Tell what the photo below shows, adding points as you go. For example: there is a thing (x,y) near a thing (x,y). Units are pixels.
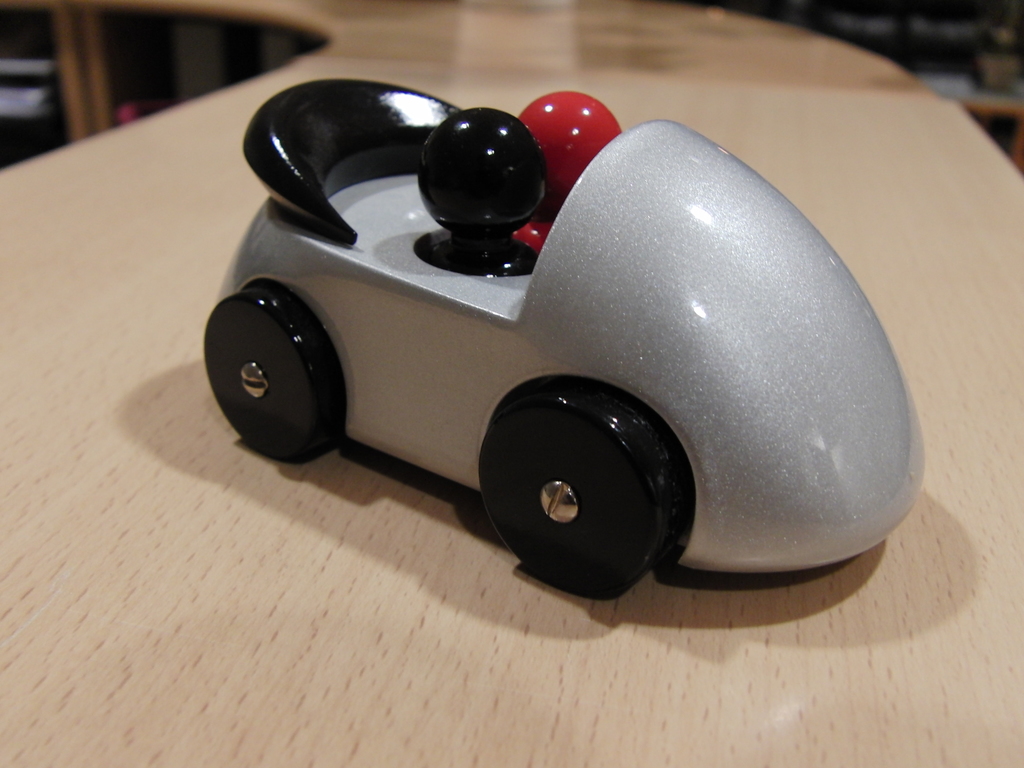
In this image on a table (302,654) there is a toy car (471,291).
